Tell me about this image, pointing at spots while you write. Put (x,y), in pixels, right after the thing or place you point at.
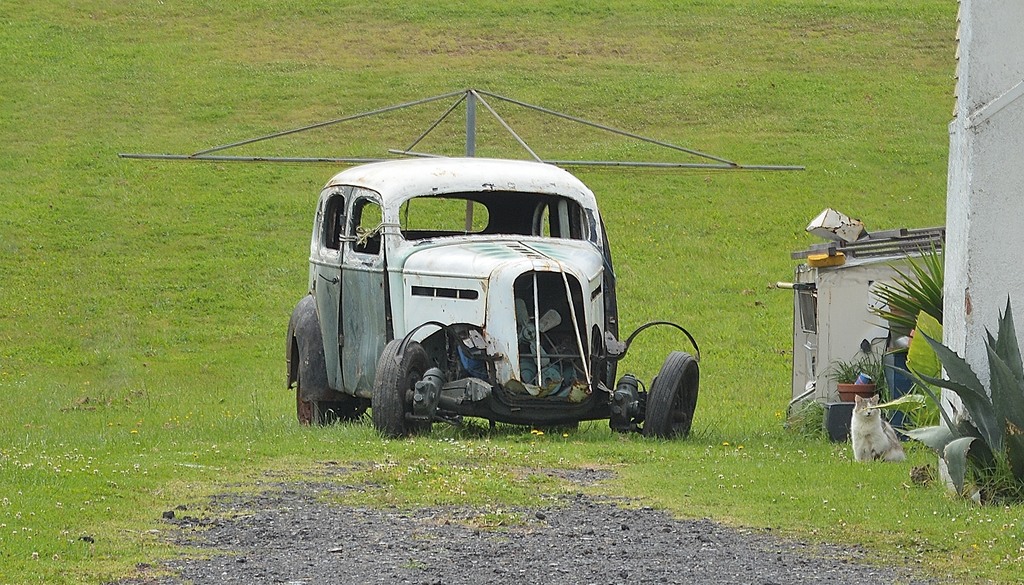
In this image I can see an old car (534,310), there is the grass (183,372). On the right side (891,443) there is a cat (870,438).
